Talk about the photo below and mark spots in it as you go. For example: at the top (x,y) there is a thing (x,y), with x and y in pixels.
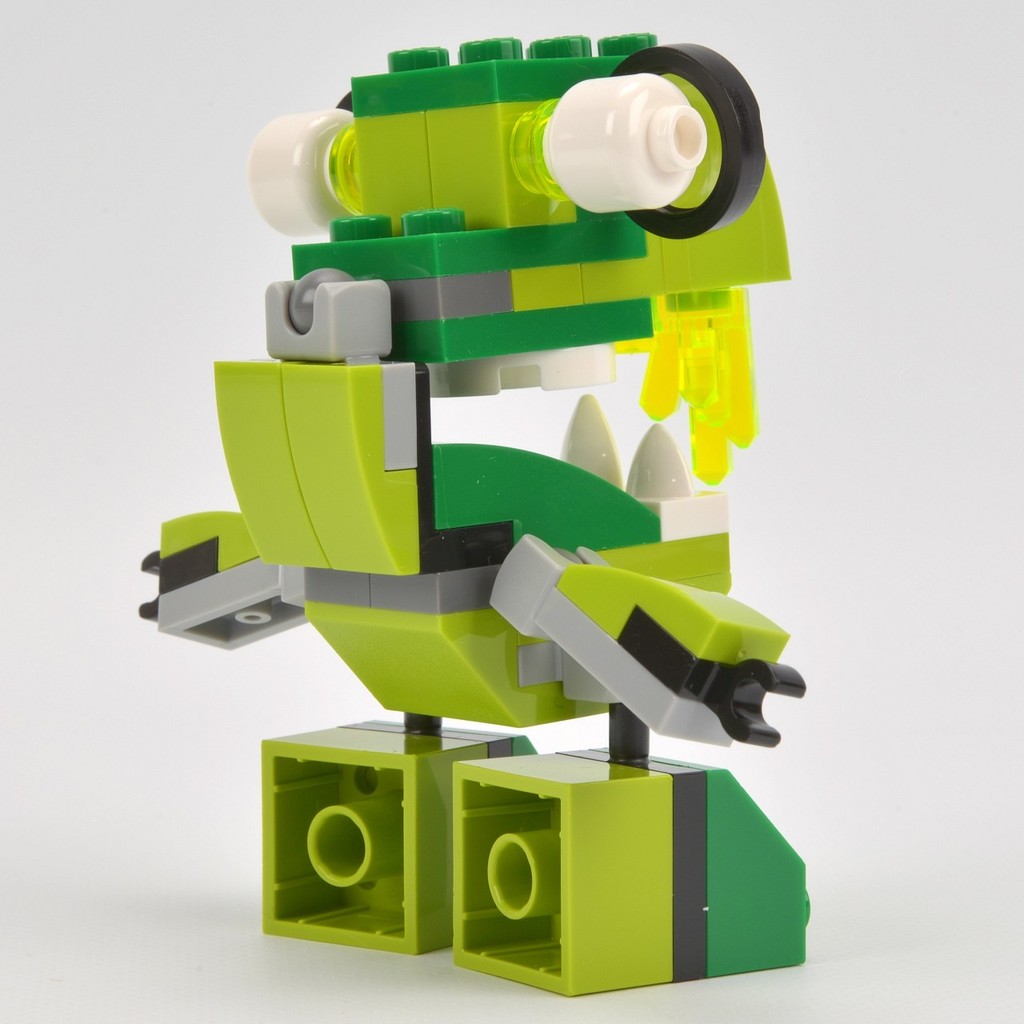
In this image I can see a toy (410,558) in the front (410,284). I can see colour of this toy (394,606) is green, white, yellow and black. I can also see white colour in the background (100,957).
